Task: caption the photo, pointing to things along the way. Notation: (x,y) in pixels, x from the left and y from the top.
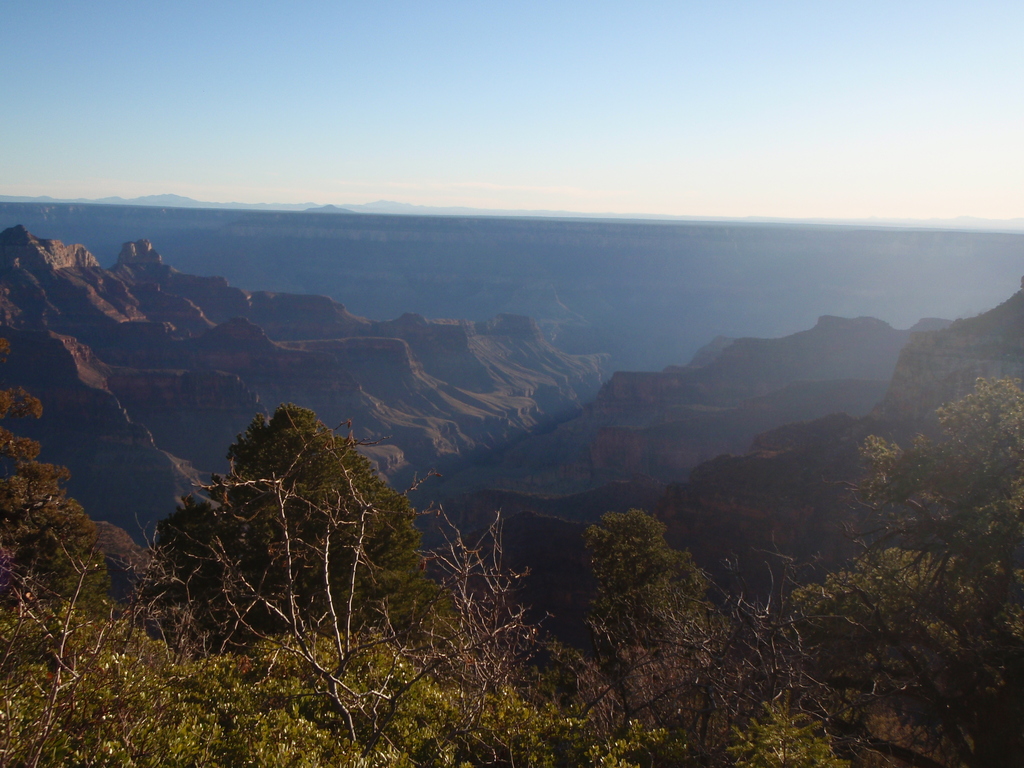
In the center of the image (549,506) we can see the sky (352,38), hills (551,256) and trees (416,544) with branches (707,648) and leaves (175,695).
